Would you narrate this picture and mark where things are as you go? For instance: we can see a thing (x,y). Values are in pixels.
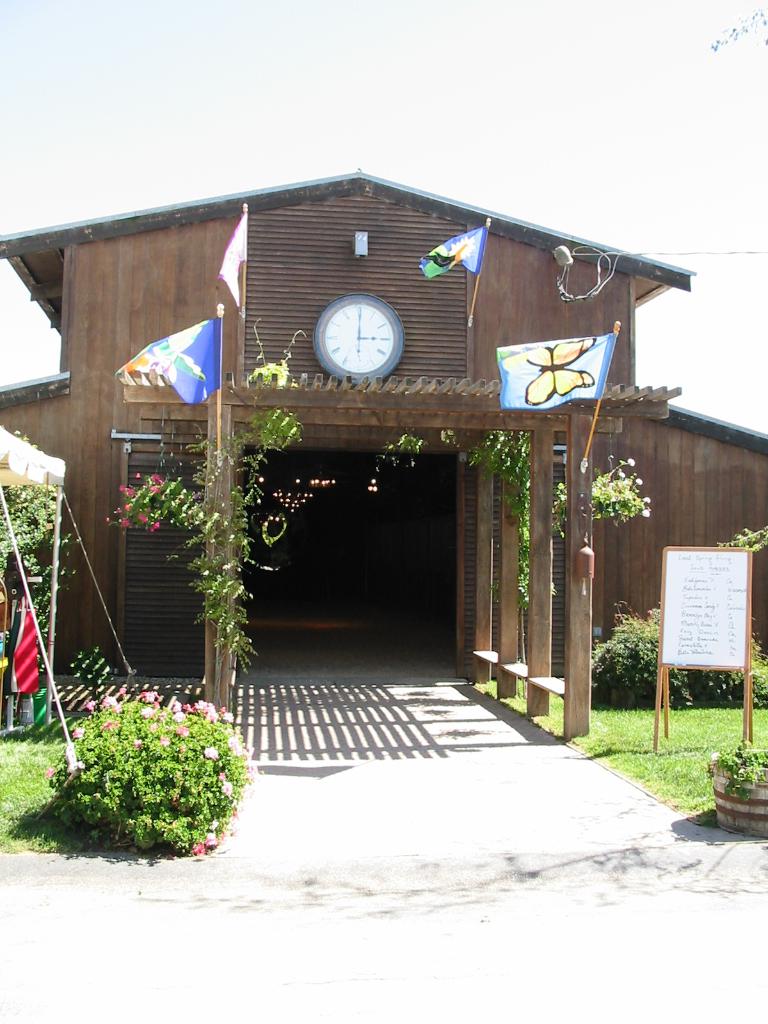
In this picture we can see a house (247,304), flags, a watch (330,362) in the middle (371,378), on the right side (706,731) and left side (116,740) there is grass (710,740) and some plants (690,688), we can see a board (710,633) on the right side (691,598), there is some text (690,598) on the board (679,605), there is the sky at the top of the picture (323,64), we can also see some flowers (163,714) on the left side (106,737).
